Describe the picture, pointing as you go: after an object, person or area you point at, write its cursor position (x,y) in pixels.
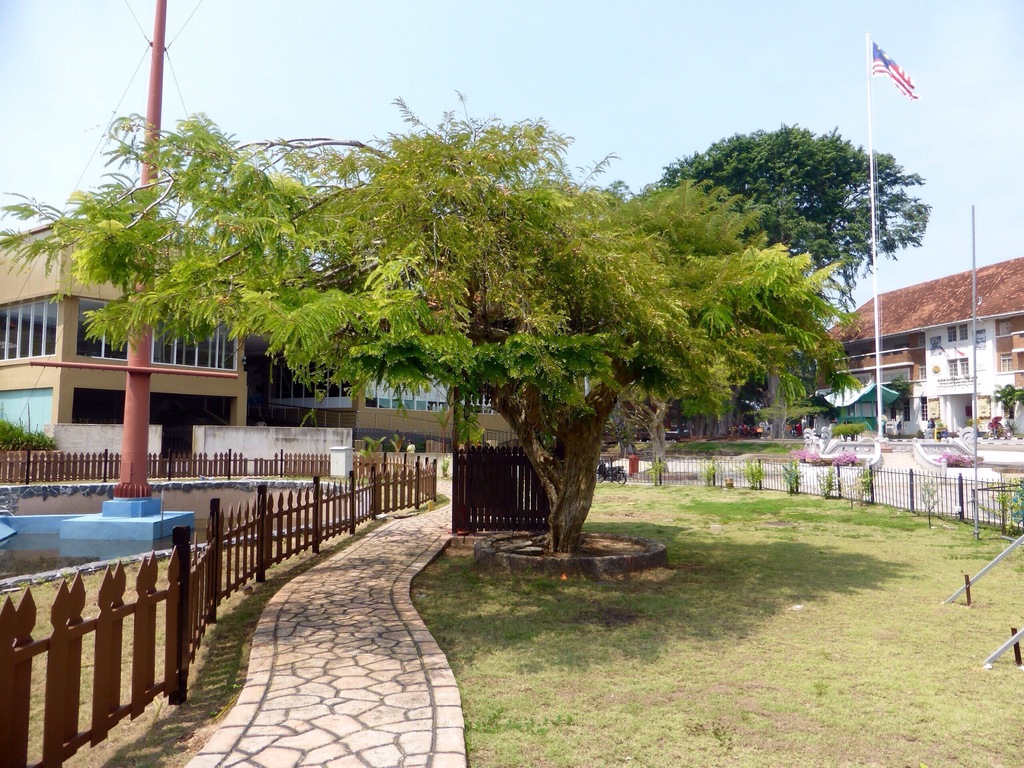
In the picture we can see a tree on the grass surface (516,609), beside it, we can see a path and some railing (155,590) and behind it, we can see a pole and in the background (841,22) we can see a pole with a flag (888,75) and some house buildings (1005,347) and a sky (641,98).
